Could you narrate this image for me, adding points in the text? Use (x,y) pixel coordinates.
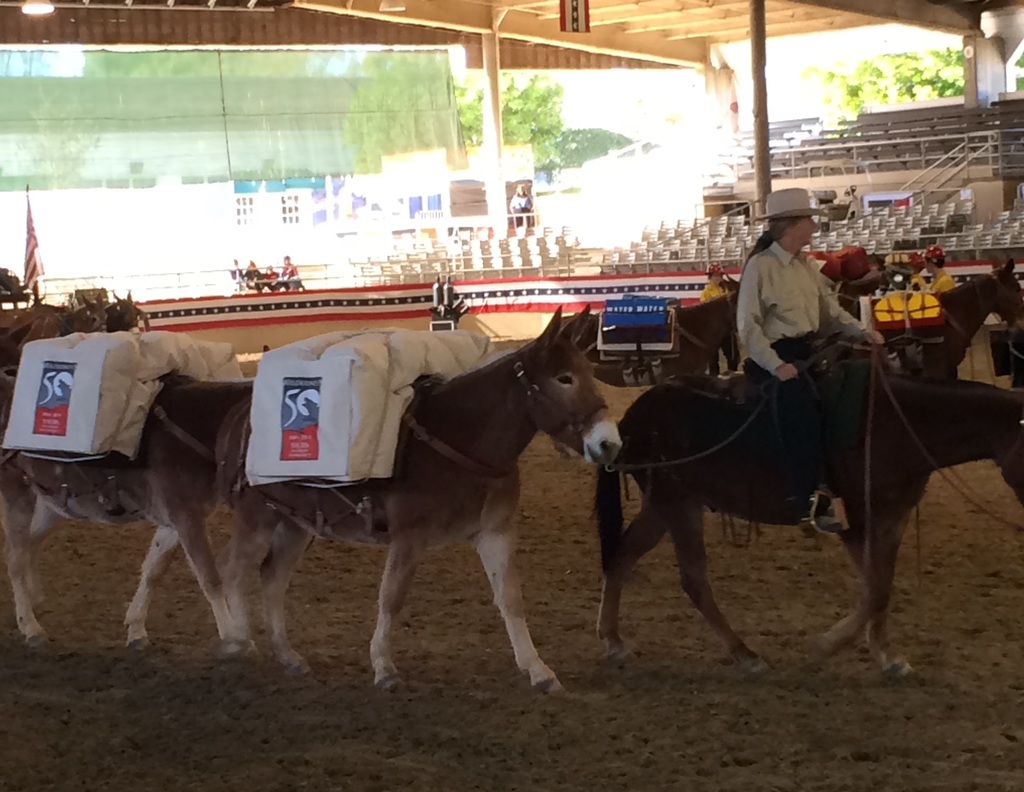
In the given picture there are horses (500,520) and there is a lady (806,213) who is riding on the horse (743,515) at the right side of the image (784,211) and there are some load (180,356) which is placed on the back side of the horses (456,403).
